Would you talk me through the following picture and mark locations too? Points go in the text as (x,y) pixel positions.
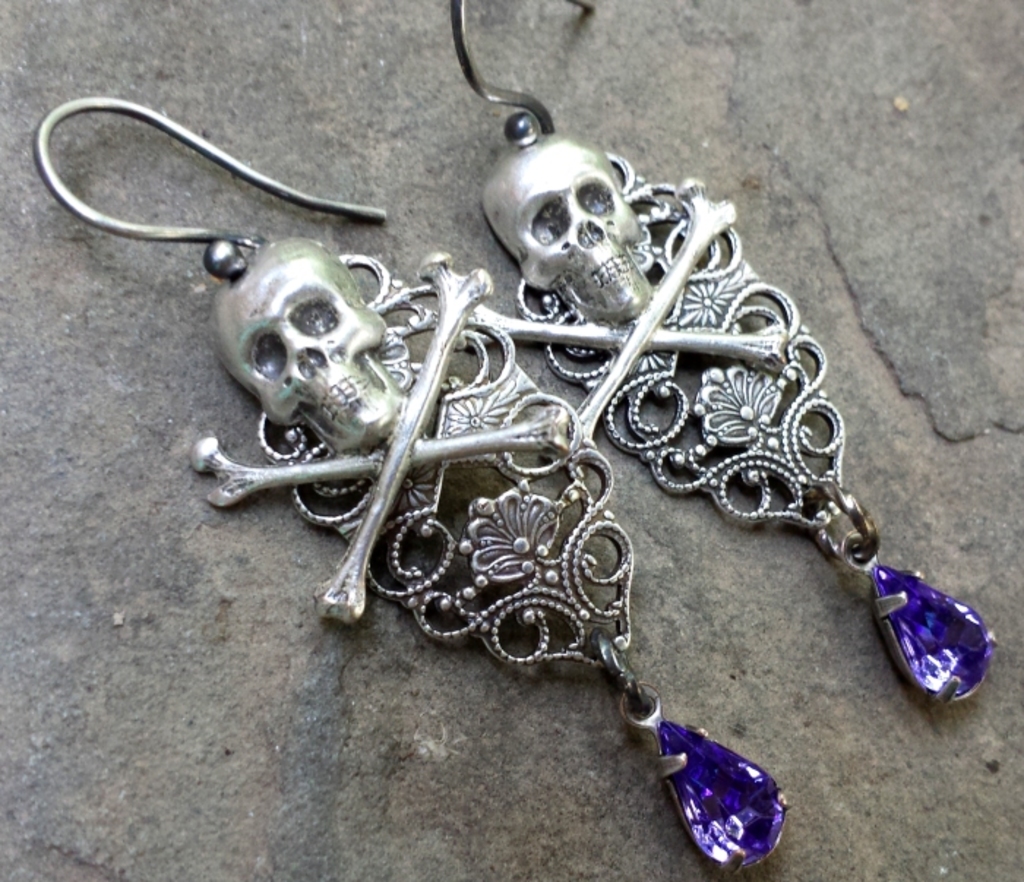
In the image we can see earrings (559,339) present on the floor (462,357).
